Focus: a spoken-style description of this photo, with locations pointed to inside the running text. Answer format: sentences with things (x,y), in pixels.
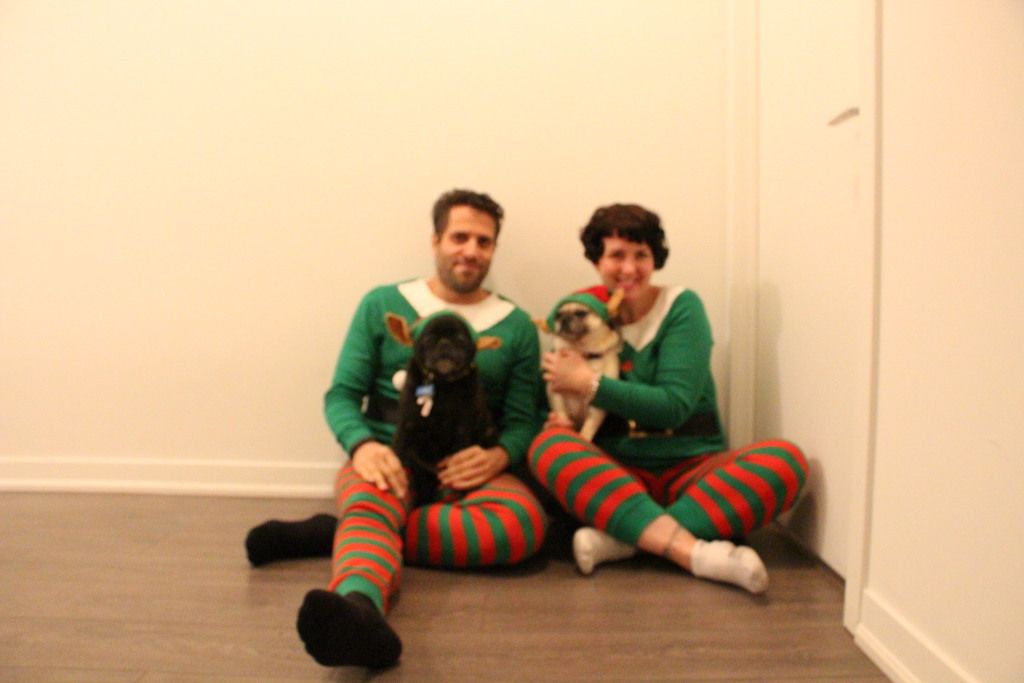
In this image I can see two people (627,366) are sitting on wooden floor (617,573) and holding dogs (413,371). I can see the walls (539,129).
